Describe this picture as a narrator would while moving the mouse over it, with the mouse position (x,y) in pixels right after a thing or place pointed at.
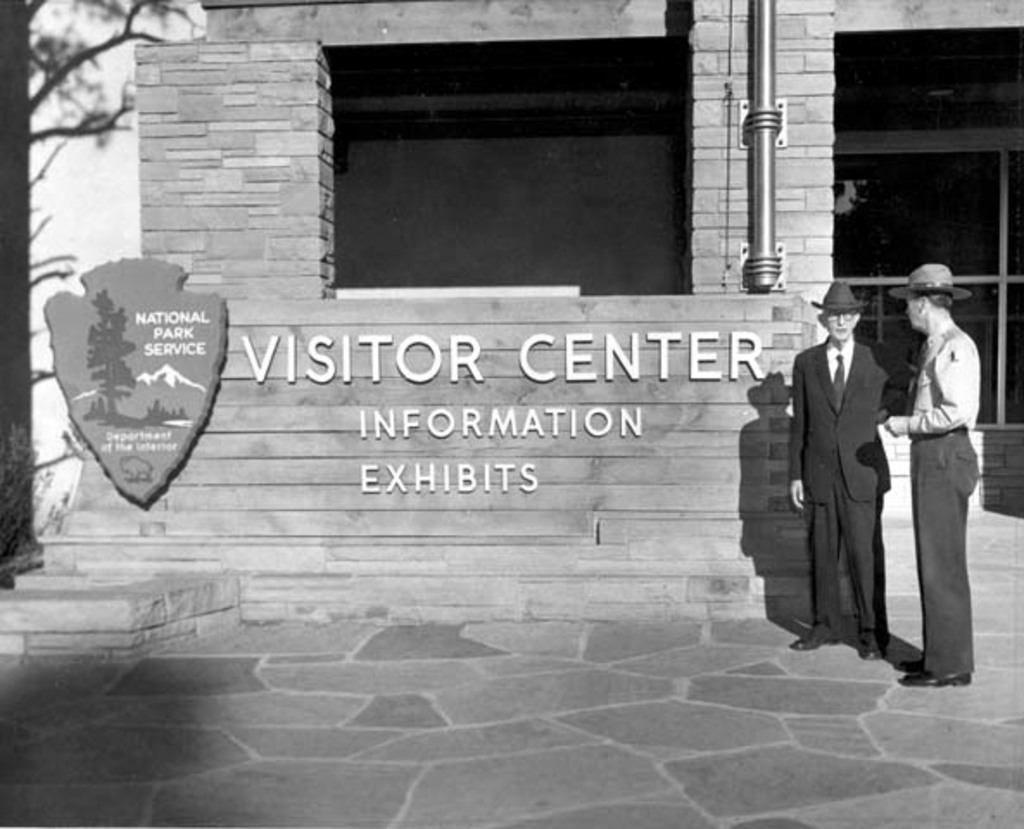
In this image I can see a building (844,25), glass window (943,249), tree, two people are standing and something is written on the wall (686,394). The image is in black and white.
